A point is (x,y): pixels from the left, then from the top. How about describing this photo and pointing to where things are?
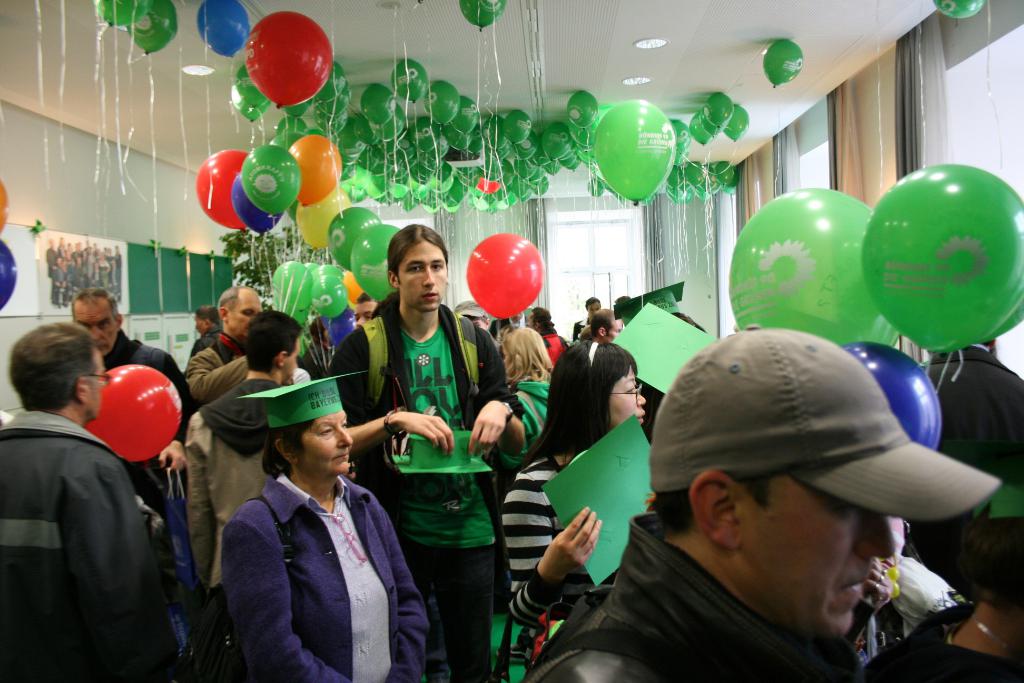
The picture might be taken during a party mostly convocation. In this picture there are many people (421,365). At the top (281,167) there are the balloons (277,187), lights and ceiling (673,65). On the right (847,154) there are curtains (848,144) and windows (979,132). On the left (50,268) we can see boards (167,281). posters (112,281) and wall (128,206). In the center of the background (609,233) there are curtains (646,223) and windows (557,232).
